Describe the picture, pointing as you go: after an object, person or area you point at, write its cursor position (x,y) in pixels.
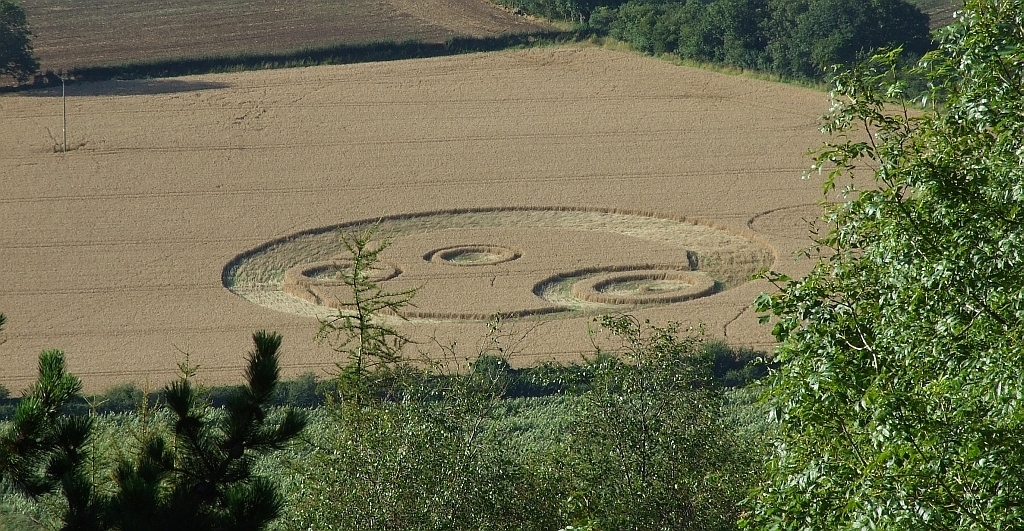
This picture is clicked outside. In the foreground (498,463) we can see the green grass (279,474), plants (456,459) and trees (829,263). In the center (640,213) we can see the crop field (458,157) and some other objects (661,289).
